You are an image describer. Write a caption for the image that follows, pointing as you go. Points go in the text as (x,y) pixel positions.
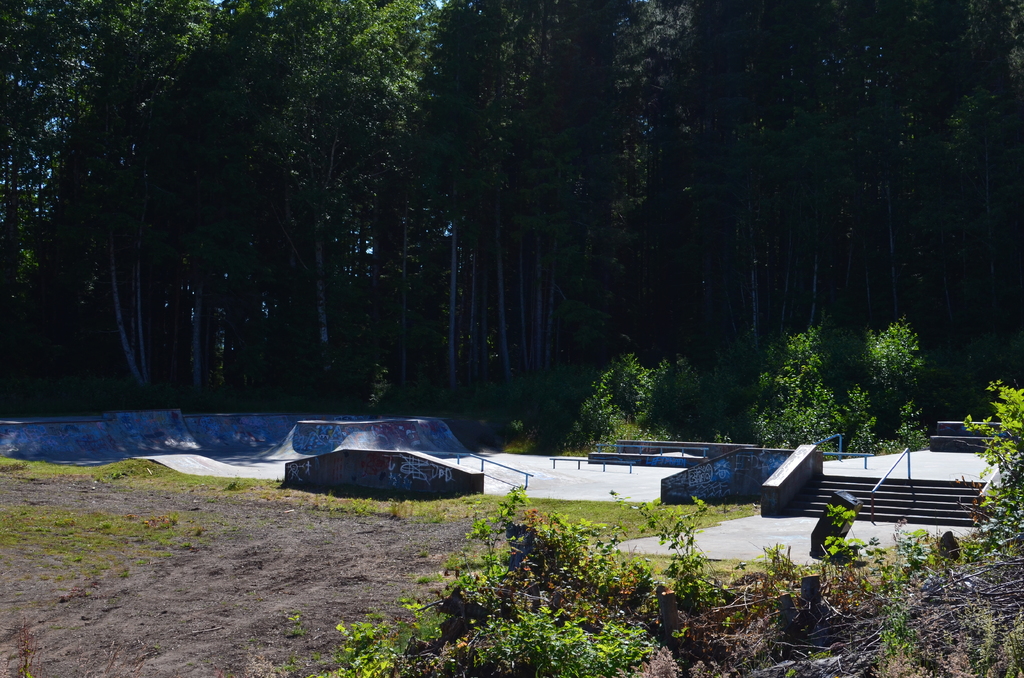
There are few plants (895,570) in the right corner (882,550) and there are trees (559,150) in the background (667,173).
